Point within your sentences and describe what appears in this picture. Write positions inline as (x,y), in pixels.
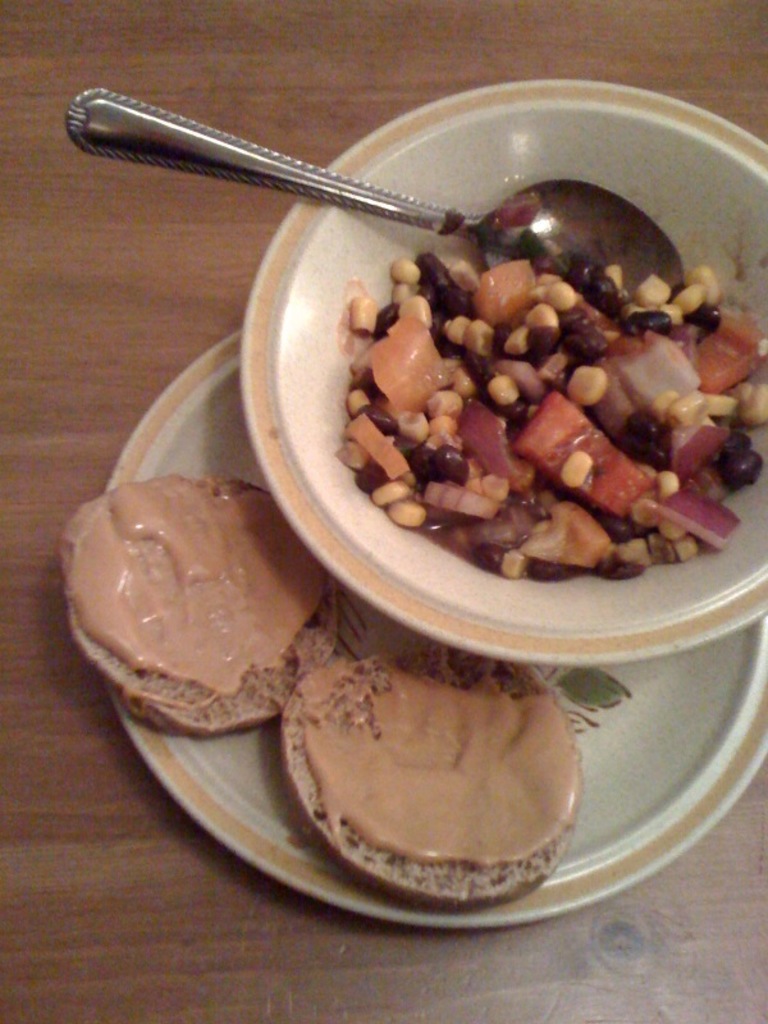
In this picture I can see veggies (535,536) in the bowl (745,535) and I can see a spoon (568,253) and looks like some bread (206,715) with some cream (313,690) in the plate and I can see a table (394,5).
